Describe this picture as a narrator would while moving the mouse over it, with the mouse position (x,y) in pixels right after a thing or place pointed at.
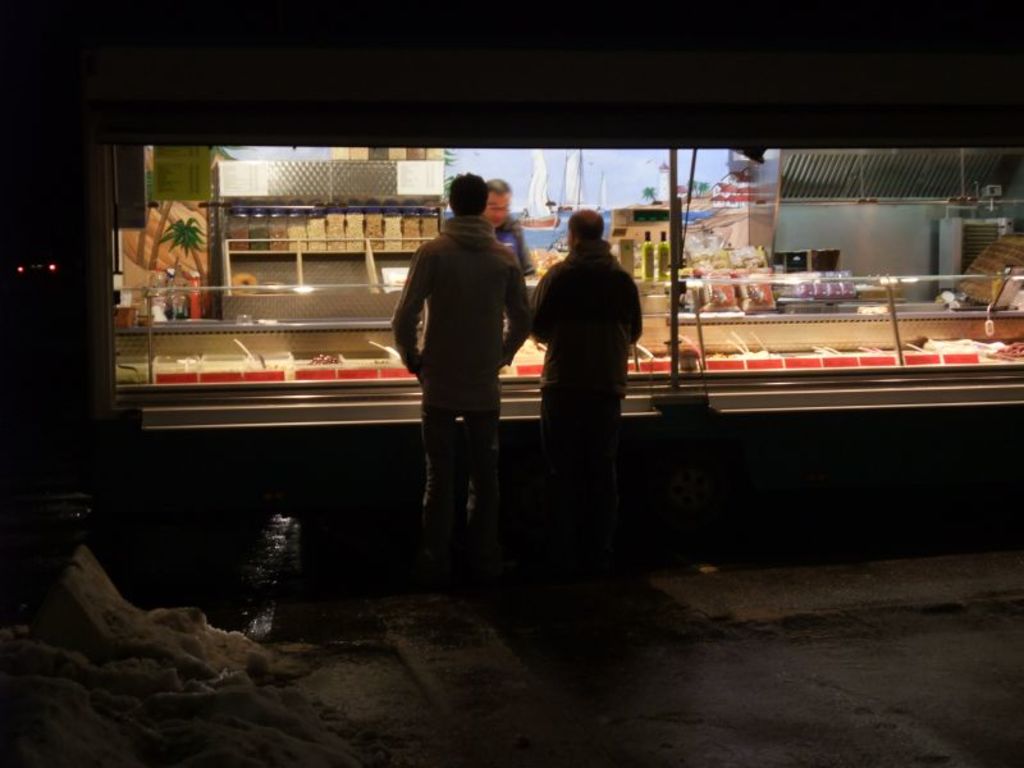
In the foreground (546,592), I can see two persons (583,457) are standing on the road (607,643). In the background (633,460), I can see a shop (282,388) in which food items (702,255) are there, metal objects (987,228), one person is standing on the floor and I can see trees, water (557,241) and the sky (585,163). This picture might be taken on the road (535,579).
